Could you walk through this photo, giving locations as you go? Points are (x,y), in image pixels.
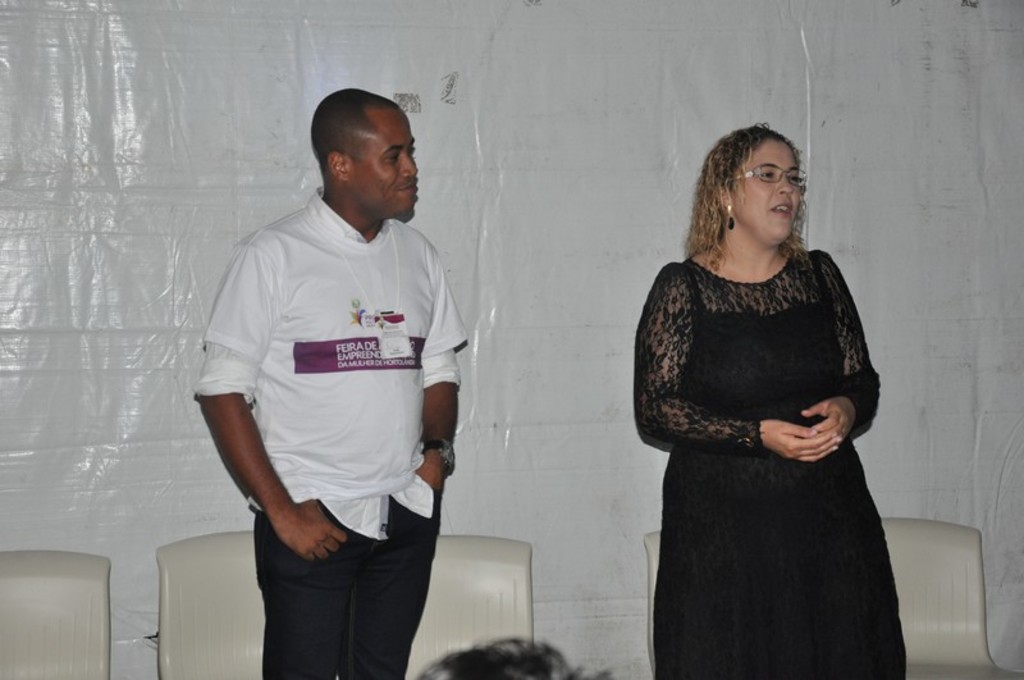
In this image, we can see a man (352,460) is standing and smiling. On the right side (755,371), there is a woman (758,369) in black dress (745,380) is talking and wearing glasses (772,177). Background (995,447) we can see white chairs (950,586), white cover (558,404). At the bottom of the image (546,662), we can see a human hair (500,661).
